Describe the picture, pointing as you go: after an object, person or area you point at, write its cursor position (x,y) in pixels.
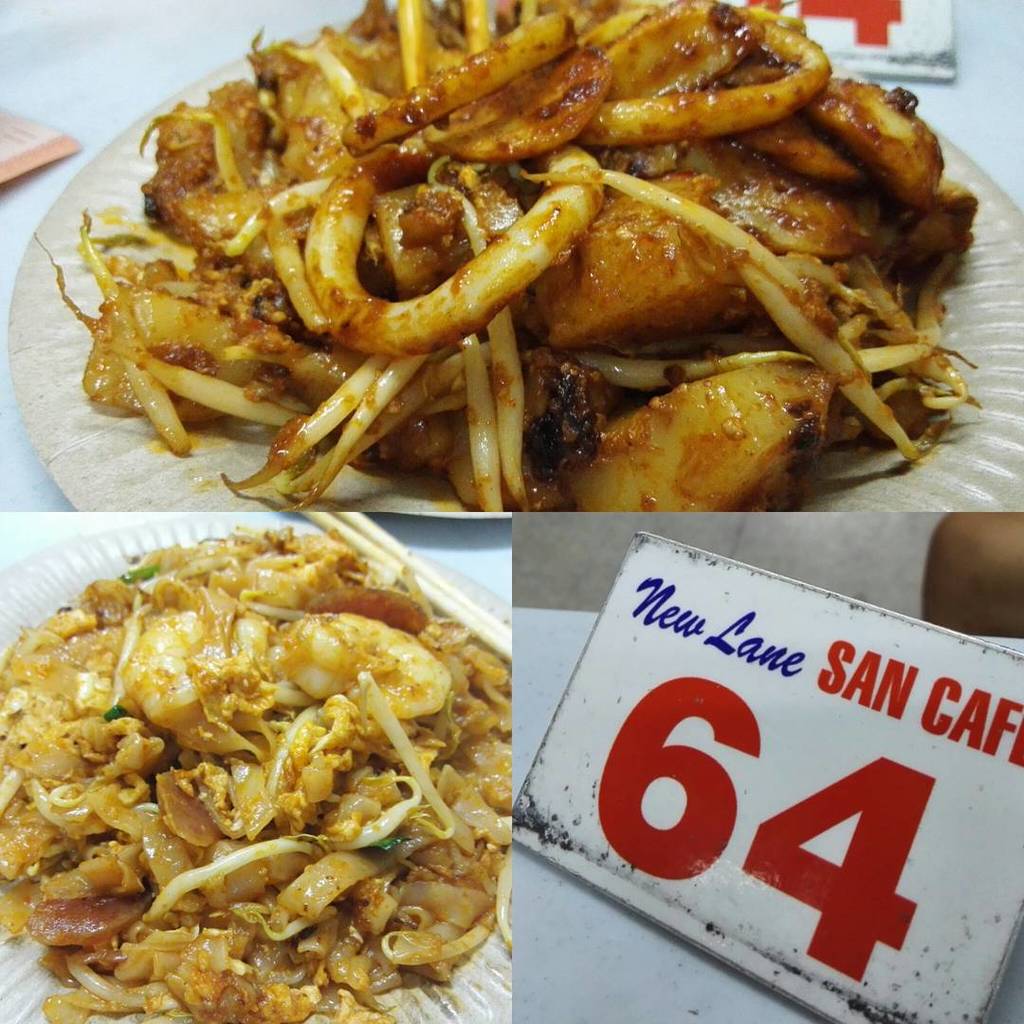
There is a collage image of different pictures. In these pictures, we can see a board (709,607) and some food (374,306).
